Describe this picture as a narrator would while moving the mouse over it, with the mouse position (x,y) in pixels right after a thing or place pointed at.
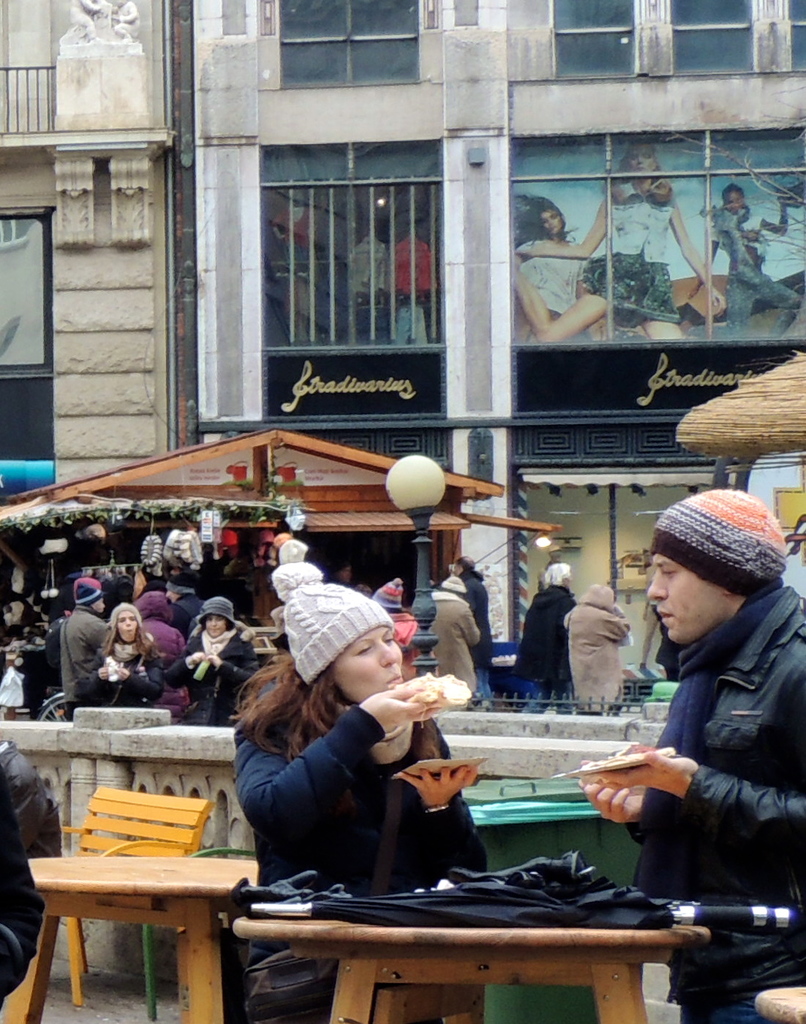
This is a picture taken in the outdoor, the two people (704,727) the man (729,733) and the woman (350,770) are standing in front of them there is a table (500,949) on the table (537,934) there is a umbrella (490,906). Backside of the two people (782,720) there is a building (432,353) with a poster (604,275) of three people (585,273).
